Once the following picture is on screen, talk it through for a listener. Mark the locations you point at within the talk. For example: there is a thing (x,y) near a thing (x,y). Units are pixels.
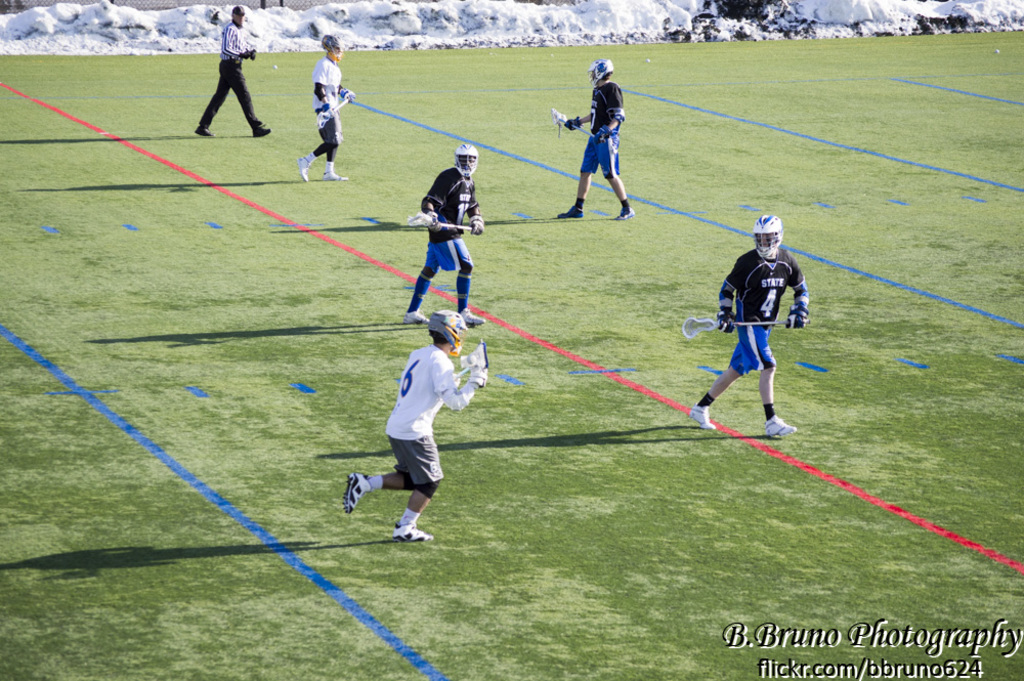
In this picture we can see five persons (466,148) are playing field lacrosse game, they wore helmets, gloves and shoes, in the background (87,35) we can see snow (634,7), at the right bottom (939,650) there is some text (817,671).
